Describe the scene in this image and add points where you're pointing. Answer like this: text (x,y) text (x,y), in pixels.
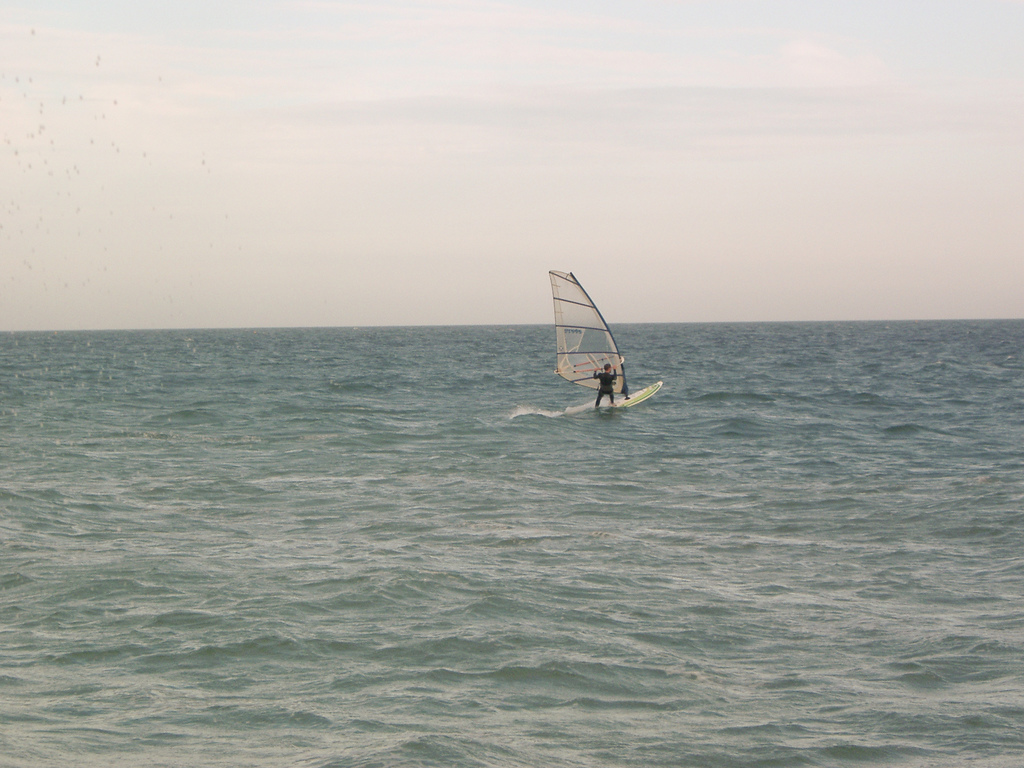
In this image I see a boat (573,361) on which there is a person (606,379) and I see the water (263,440). In the background (420,17) I see the sky (630,128).
